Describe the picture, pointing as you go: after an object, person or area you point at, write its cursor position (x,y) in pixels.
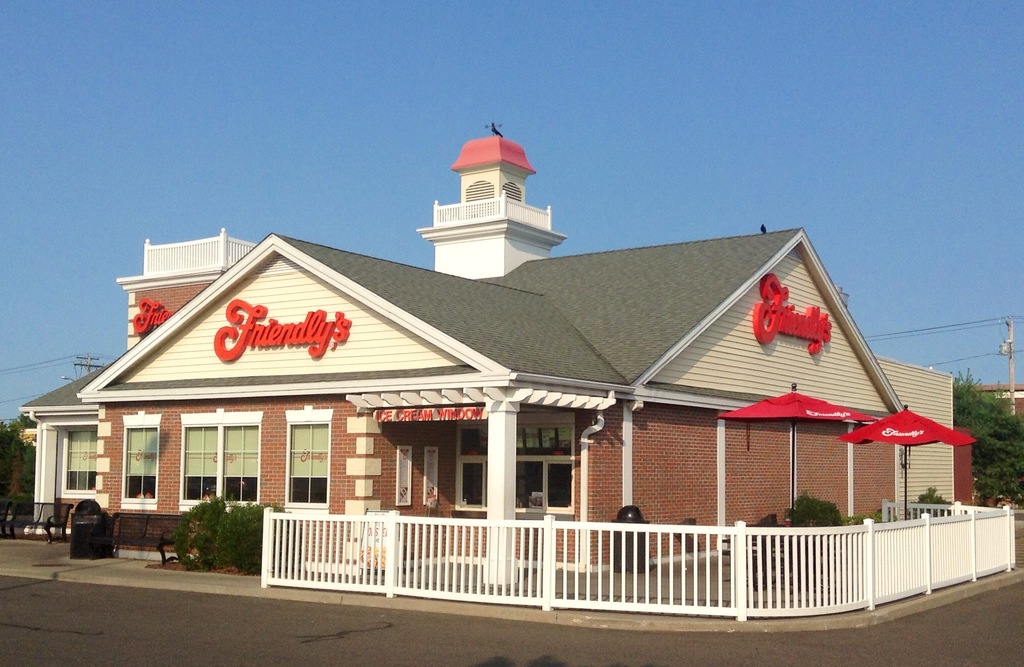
In this image there is a building (309,394) with windows (214,423), brick walls (429,431), pillar (503,461). On the building (265,317) there are names (762,330). Near to the building (234,479) there are dust bins (95,521), benches (162,513) and small plants (869,516). And there are railings (795,583). In the back (13,363) there are trees (5,434), electric poles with wires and sky (239,100).
